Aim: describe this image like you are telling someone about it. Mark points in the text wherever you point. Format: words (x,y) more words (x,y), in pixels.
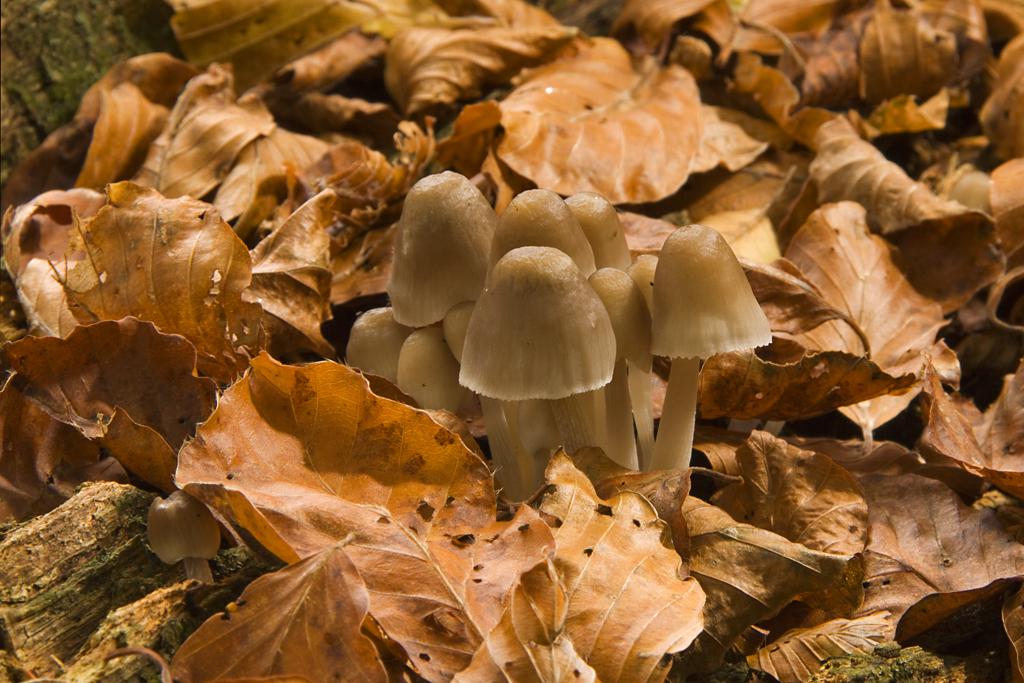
In this image I can see few mushrooms (567,432) in cream color and I can also see few dried leaves (867,621) in brown color.
